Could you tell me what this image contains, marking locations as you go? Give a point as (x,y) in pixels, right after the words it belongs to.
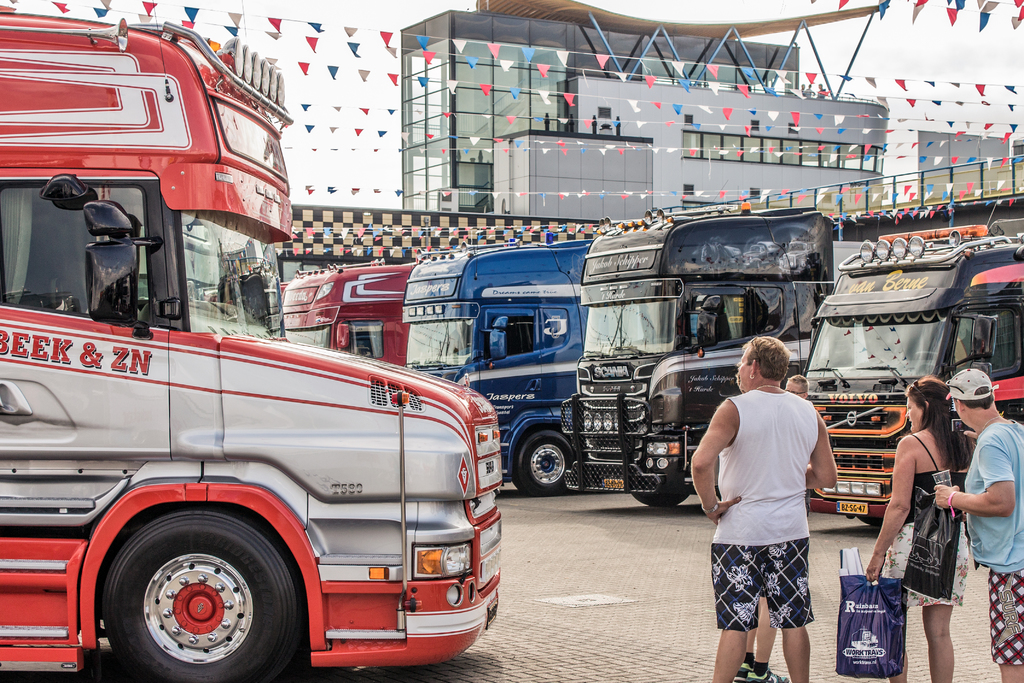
In this image I can see four persons (1013,450) are standing on the road (682,627), bag (873,595) and fleets of vehicles (415,480) on the road (836,608). In the background (397,195) I can see buildings (429,193), ribbons (426,46), ropes (418,77) and the sky (387,169). This image is taken may be on the road (558,571).
